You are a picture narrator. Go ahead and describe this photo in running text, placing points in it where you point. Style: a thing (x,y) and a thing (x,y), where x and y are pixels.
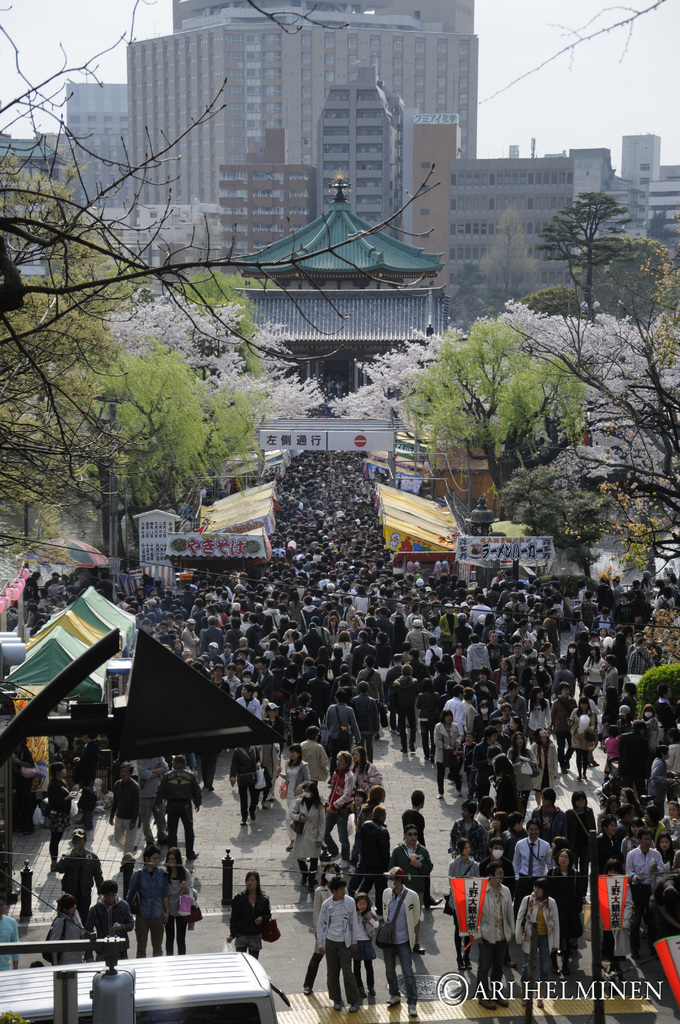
There are persons (444,707) on the road (201,853). On both sides of the road (638,959), there are trees (177,378), there is a vehicle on the road (352,505), there are tents (435,540) on the road (240,592). In the background (248,96), there are buildings (144,236) which are having windows (250,83) and there is sky (69,27).
